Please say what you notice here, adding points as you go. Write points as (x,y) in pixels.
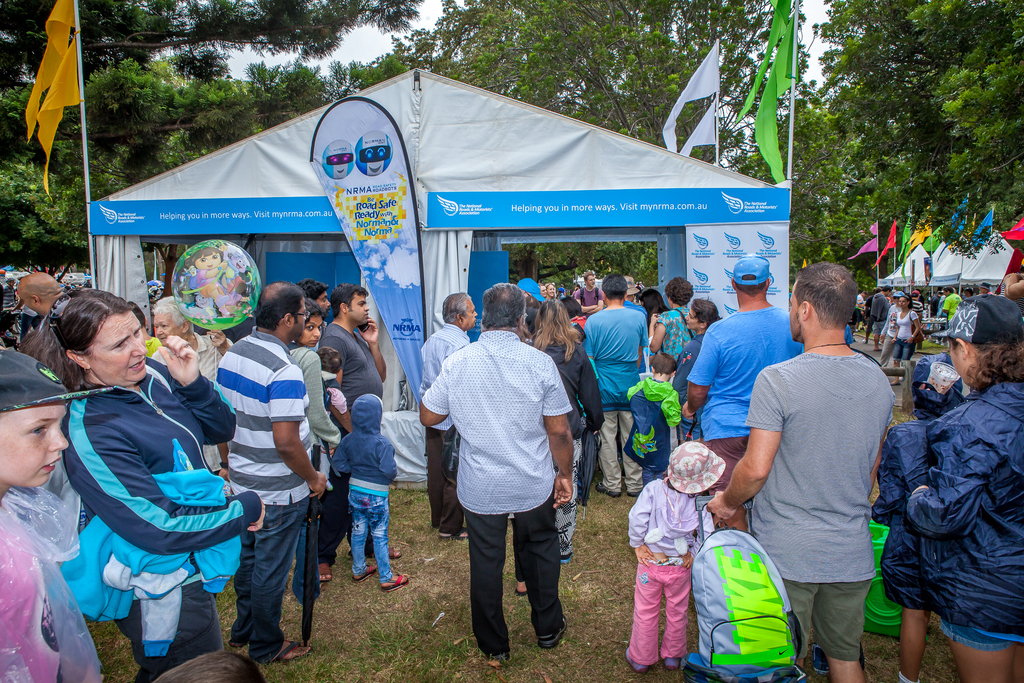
In this image I can see the group of people (304,447) standing in-front of the tent (472,190). These people (369,469) are wearing the different color dresses (533,457) and I can see few people (706,431) with the hats (705,448) and caps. The tent (455,154) is in blue and ash color and there are flags (87,207) to the side of the tent (697,218). The flags (858,254) are in different color. In the back (454,40) there are many trees (467,44) and the white sky (340,57). I can also see some bags (704,611) holding the people (742,483).
